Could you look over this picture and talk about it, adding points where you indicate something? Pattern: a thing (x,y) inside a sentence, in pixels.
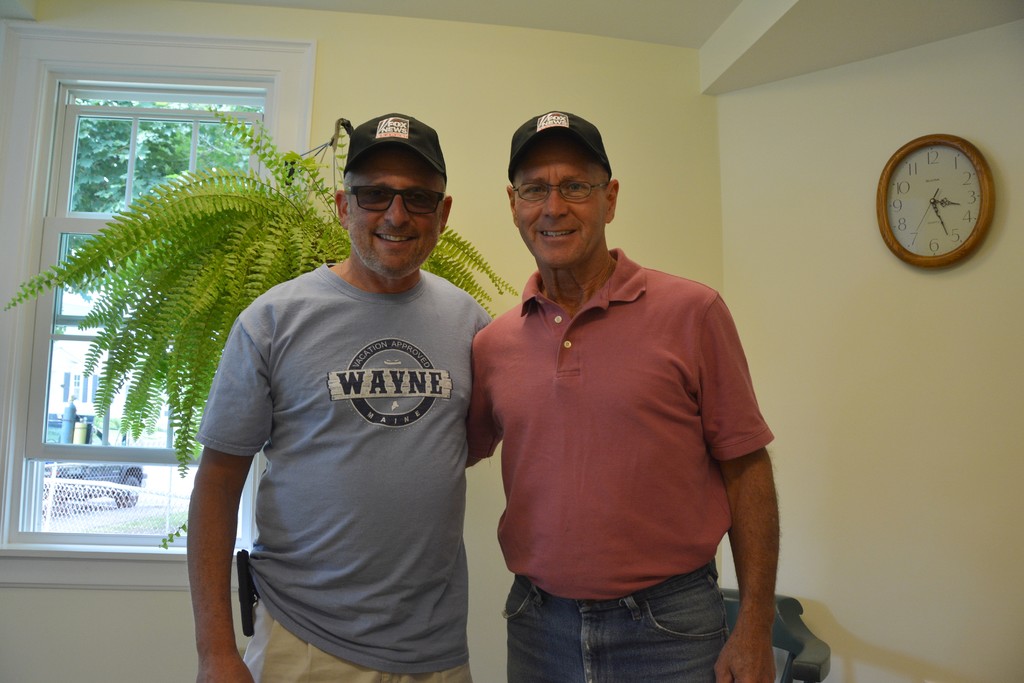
In the picture I can see two men (517,321) are standing together and smiling. These men (449,340) are wearing caps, glasses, t-shirts (386,493) and pants (551,659). In the background (104,206) a tree (104,206), a plant (188,299), a clock (955,228) on the wall (1003,223), a window (109,561), vehicle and some other objects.
